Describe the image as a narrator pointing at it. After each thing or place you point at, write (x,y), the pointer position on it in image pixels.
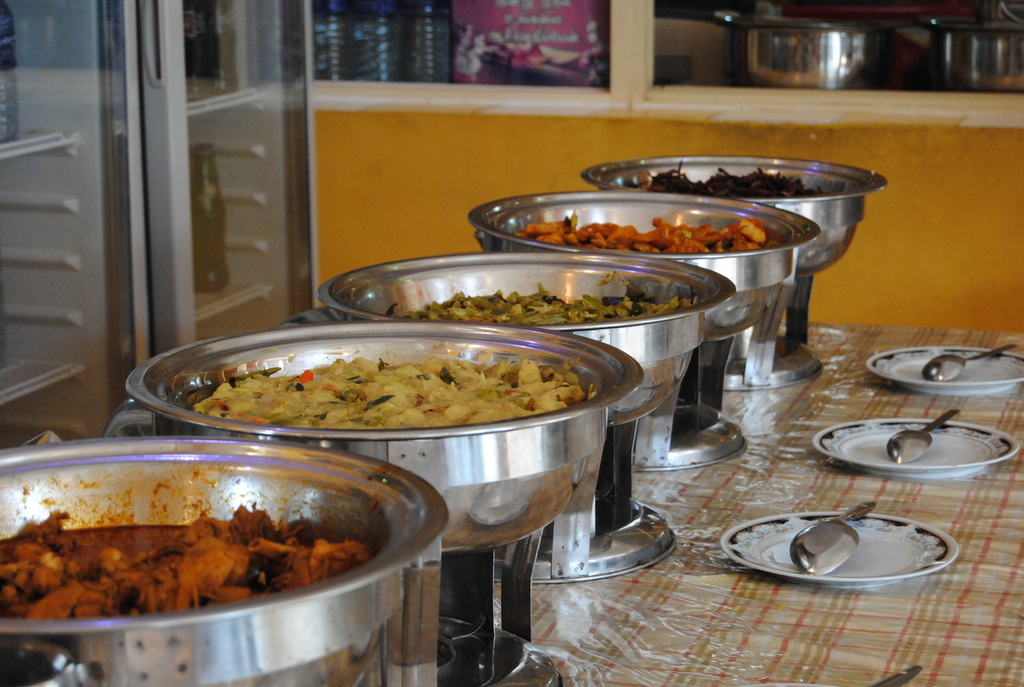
In this image I can see the food (728,236) in few vessels (657,366). I can see few spoons (903,461) on the plates (956,441). They are on the table (685,516). Back I can see the wall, few vessels (848,65) and few bottles (206,42) inside the fridge (175,149). Food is in red, cream, yellow and black color.
